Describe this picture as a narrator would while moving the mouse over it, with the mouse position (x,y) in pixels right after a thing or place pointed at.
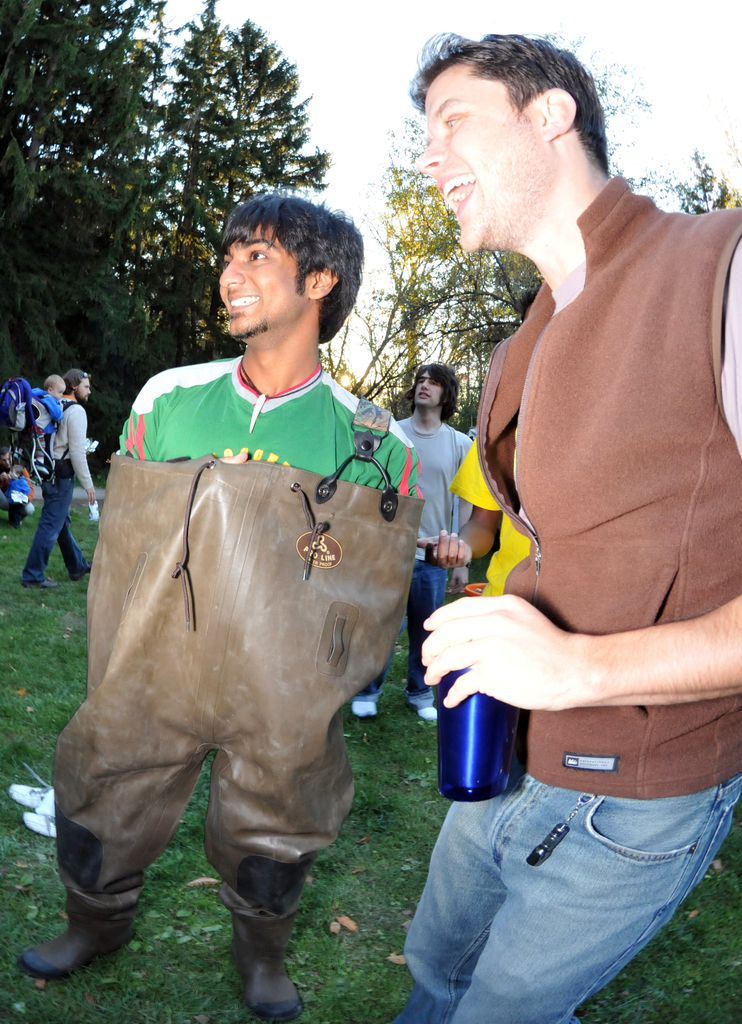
This image is taken outdoors. At the bottom of the image (306,954) there is a ground (408,846) with grass (361,886) on it. In the background (197,222) there are a few trees (515,287) and a man (427,433) is standing on the ground (405,673). On the left side of the image (4,455) a man (7,472) is sitting on the ground (8,535) and another man (53,503) is walking on the ground (80,515) and holding his baby (60,390). In the middle of the image (441,638) two men (213,490) are standing on the ground (368,947) with smiling faces (547,139) and a man (503,698) is holding a bottle (489,759) in his hand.
